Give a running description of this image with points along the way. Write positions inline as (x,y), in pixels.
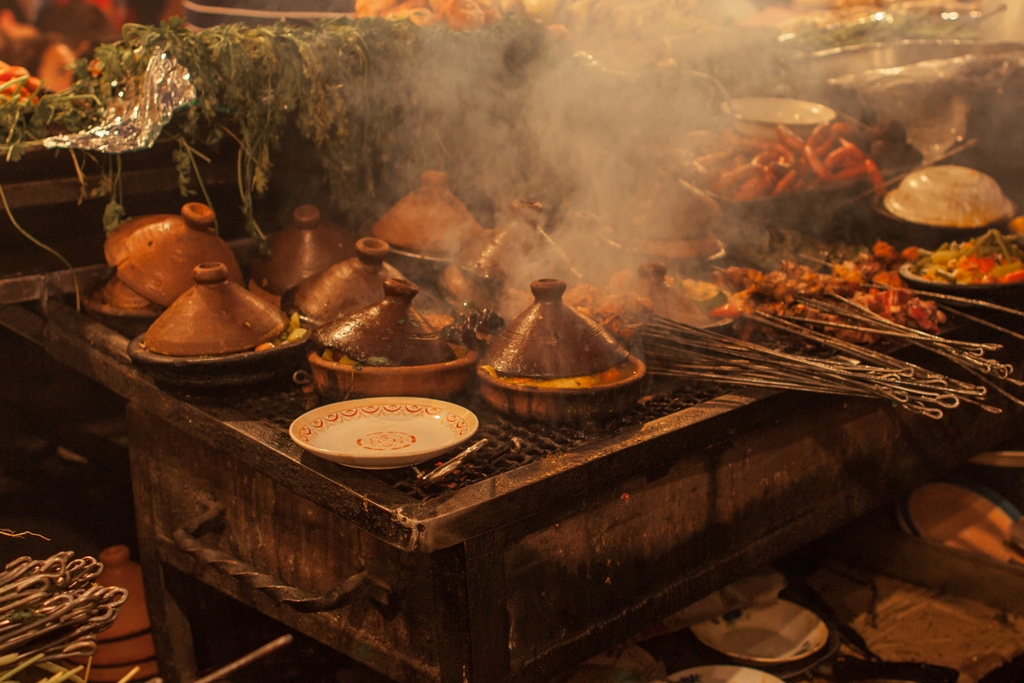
In this image we can see a stove (755,425). On the stove (314,369) there are cooking pans (516,409) with food (594,379) in them and skewers (873,369) to which pieces of meat (831,286) are poked. In the background (327,58) we can see vegetables (233,45) on the table (87,167).
